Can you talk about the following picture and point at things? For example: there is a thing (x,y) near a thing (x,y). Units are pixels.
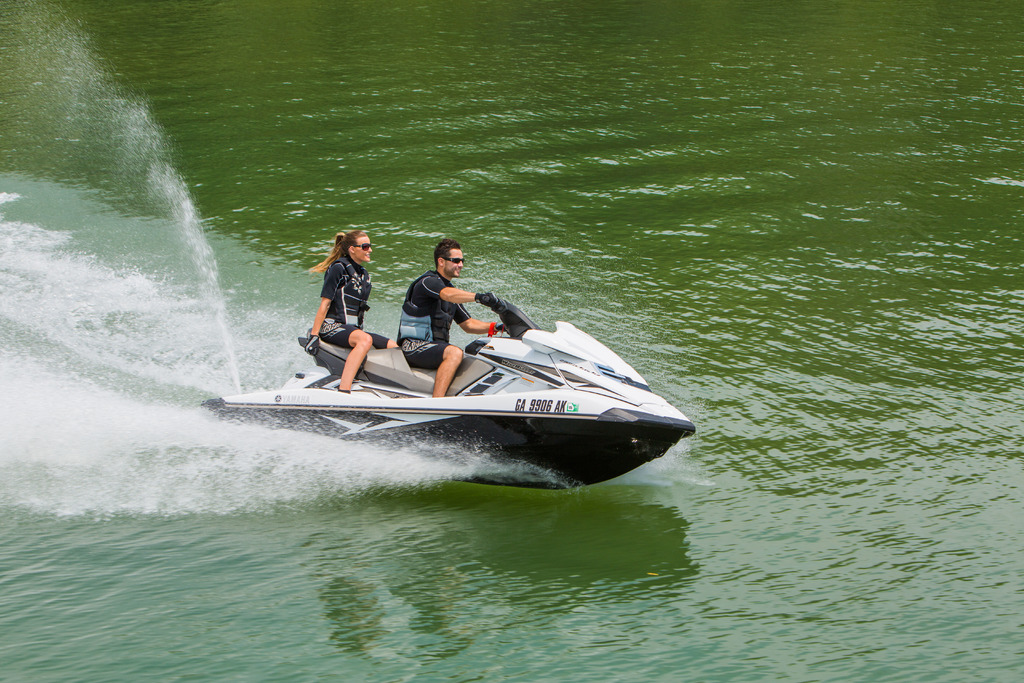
In this image I can see two people (409,345) are sitting on the speedboat (408,365). The speed boat (471,385) is in white and black color and the people (420,315) are wearing the black color dress (416,315) and also goggles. The speed boat (504,477) is on the green color water (609,562).
